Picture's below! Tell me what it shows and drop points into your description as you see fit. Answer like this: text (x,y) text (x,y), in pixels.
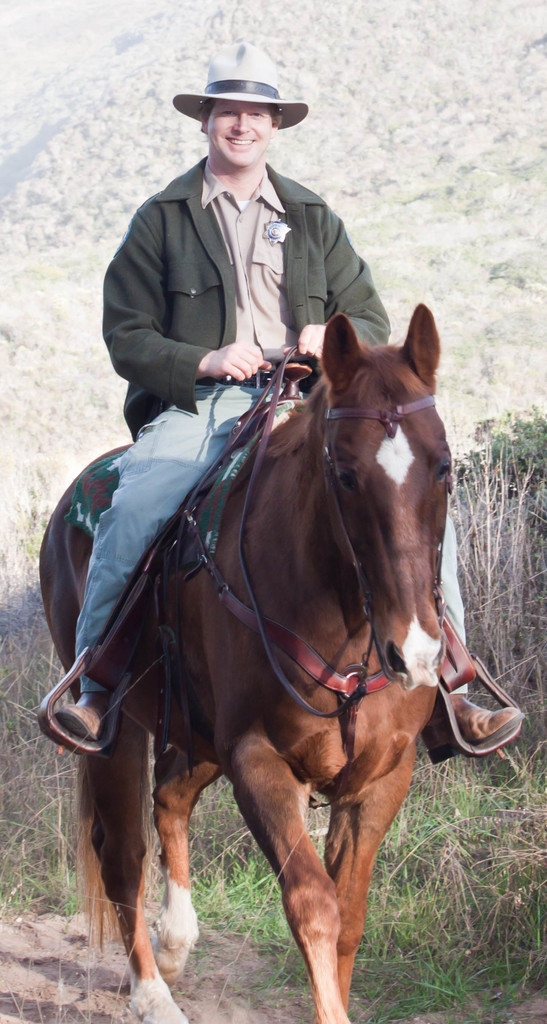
In the center (268,345) we can see one man (213,359) sitting on the horse (238,655). And he is smiling and he is wearing hat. In the background (197,62) there is a hill (425,15), tree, plant (493,491) and grass (537,862).
